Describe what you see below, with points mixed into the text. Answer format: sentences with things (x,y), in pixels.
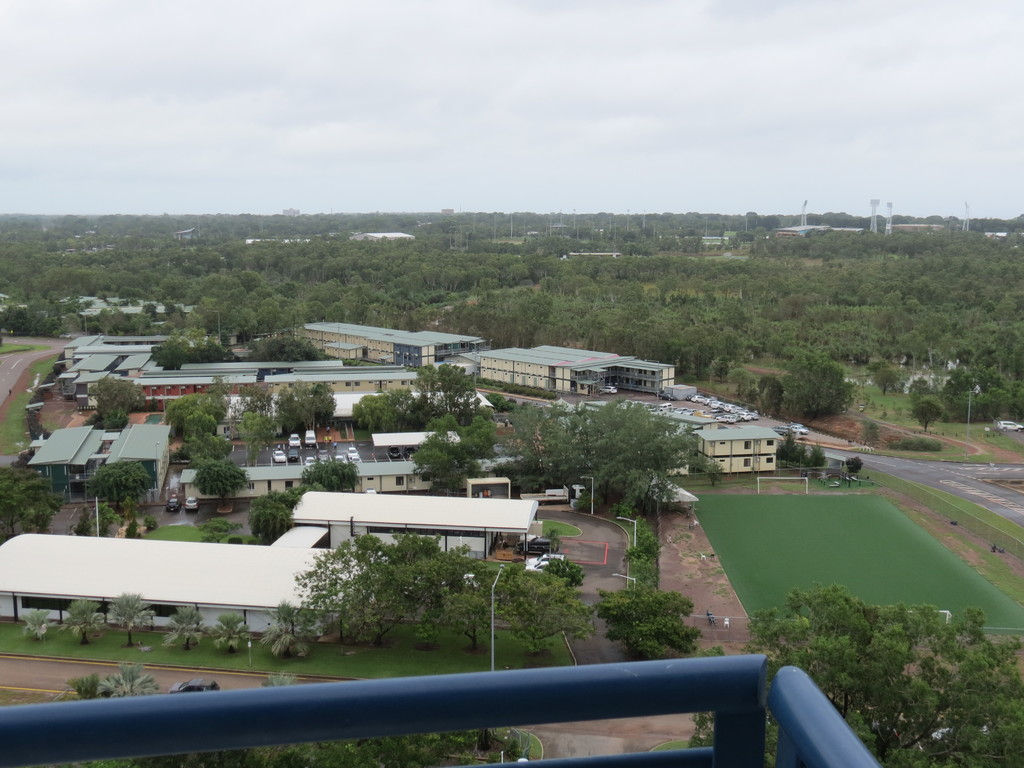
In this image we can see buildings (407,484), trees (714,354), towers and cars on the road (345,452). On the right side of the image (785,528) there is a soccer field (827,525). In the background (567,22) there is the sky (573,50).
